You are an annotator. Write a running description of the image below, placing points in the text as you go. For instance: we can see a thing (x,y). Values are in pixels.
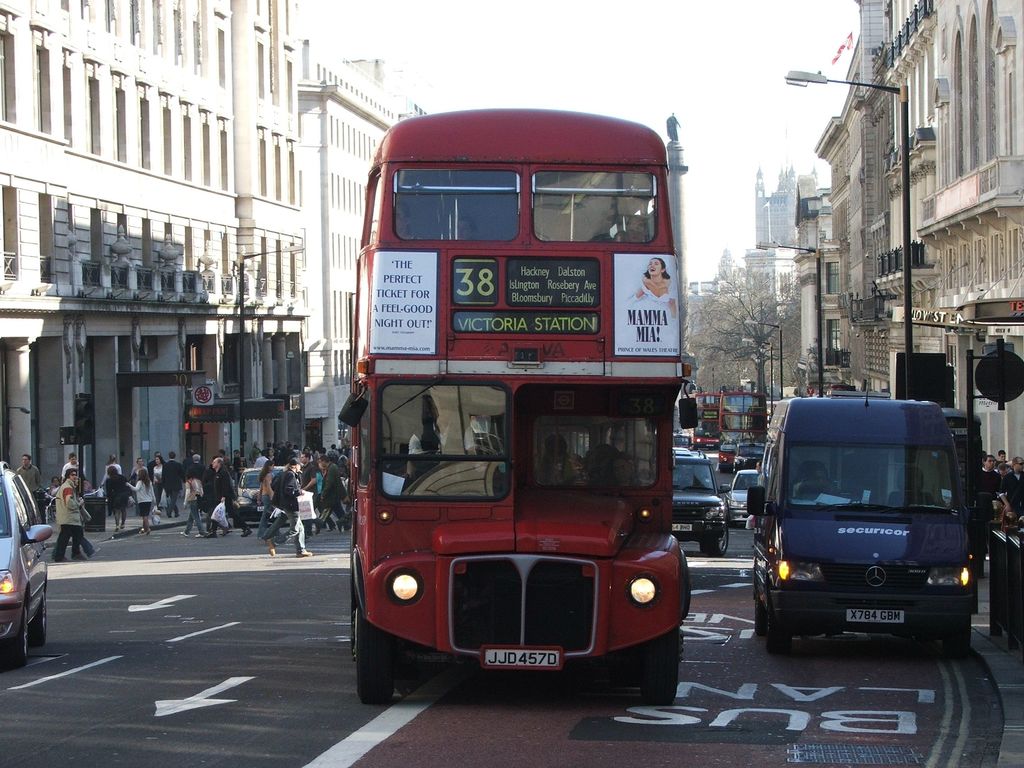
In this image, we can see people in the vehicles (810,633) on the road (598,744). In the background (74,477), there are vehicles (682,531), people (1020,486), buildings (258,356), walls (987,436), street lights (243,382), trees (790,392), pillars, boards (949,391) and the sky (714,33).
